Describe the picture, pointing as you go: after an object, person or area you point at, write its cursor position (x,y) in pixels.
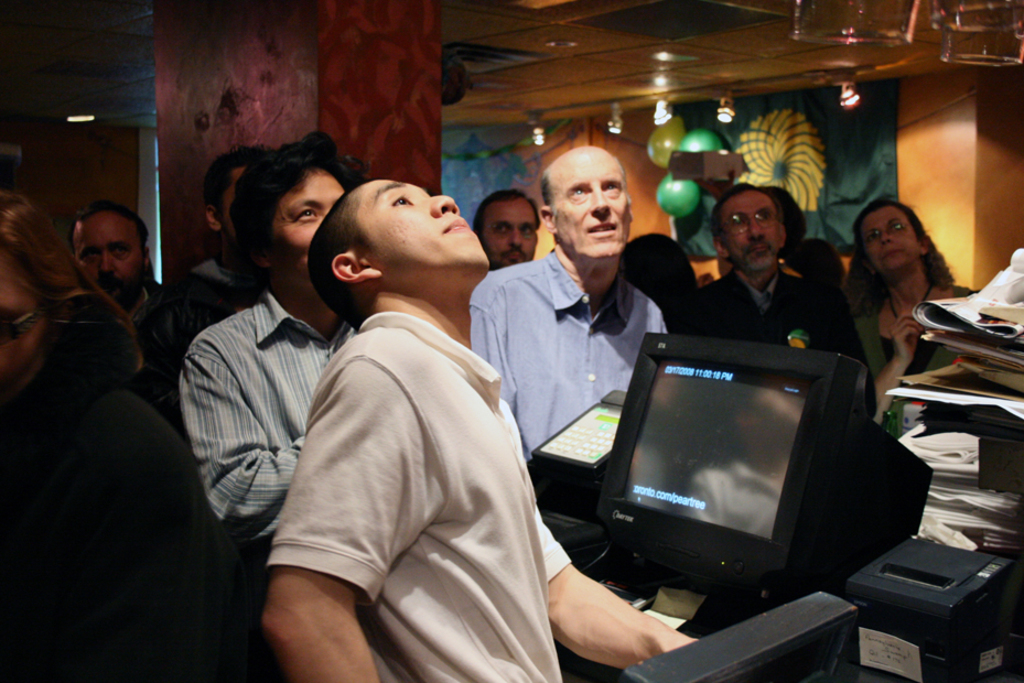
This image consists of a monitor (752,521) in black color. And there are many people (231,381) in this image. At the top (677,81), there is a roof (628,101). In the middle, there is a pillar (181,101).
